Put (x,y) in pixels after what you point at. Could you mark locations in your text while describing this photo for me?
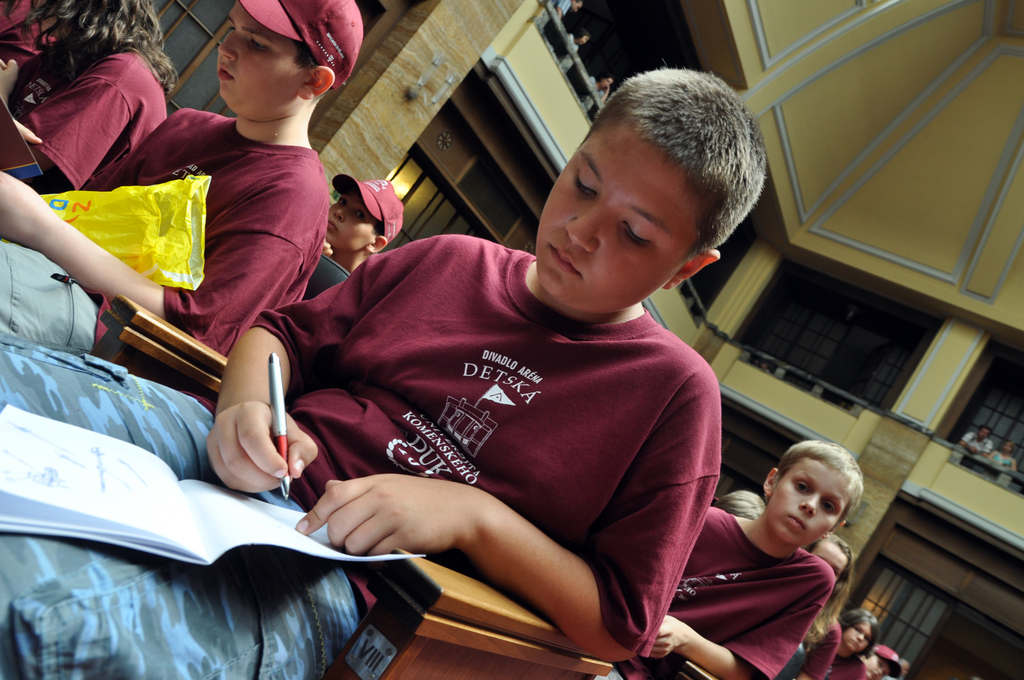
In this image we can see group of children (565,212) are sitting, and holding a pen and book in the hand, they are wearing the maroon color t-shirt (638,479), at the back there are a group of people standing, there are pillars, there is a wall (878,69).
